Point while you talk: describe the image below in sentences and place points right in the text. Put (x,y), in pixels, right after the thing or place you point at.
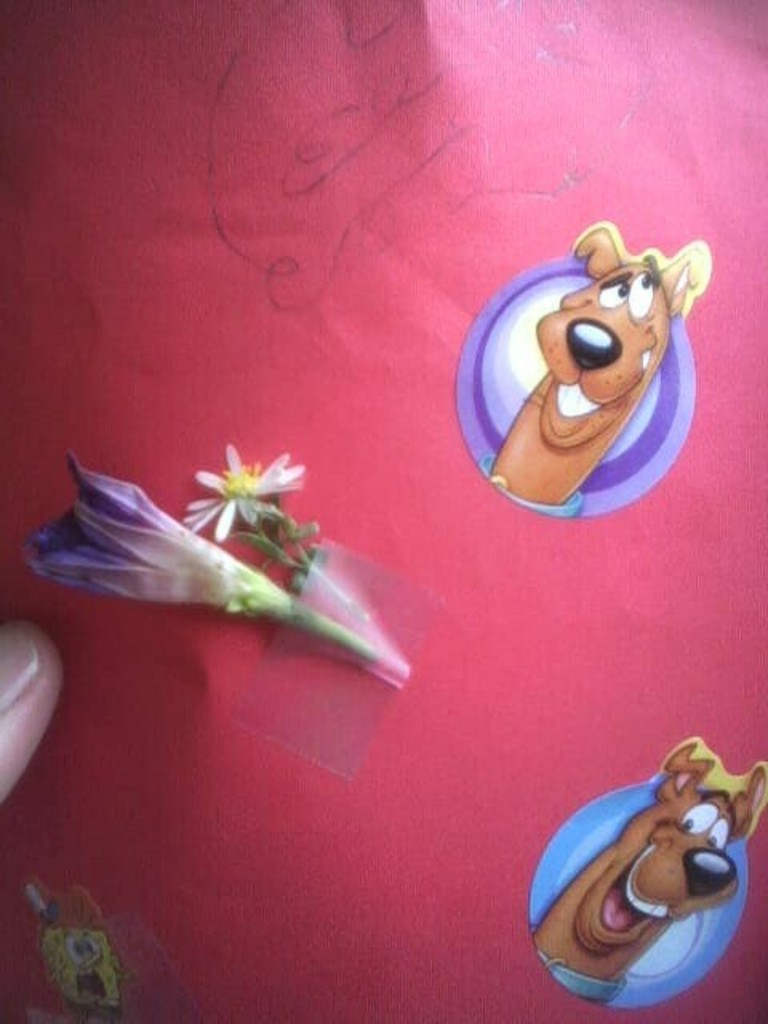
In the picture I can see two stickers (726,893) and a flower (292,533) are pasted on the red color surface (518,660). Here we can see a person's finger (7,699).
